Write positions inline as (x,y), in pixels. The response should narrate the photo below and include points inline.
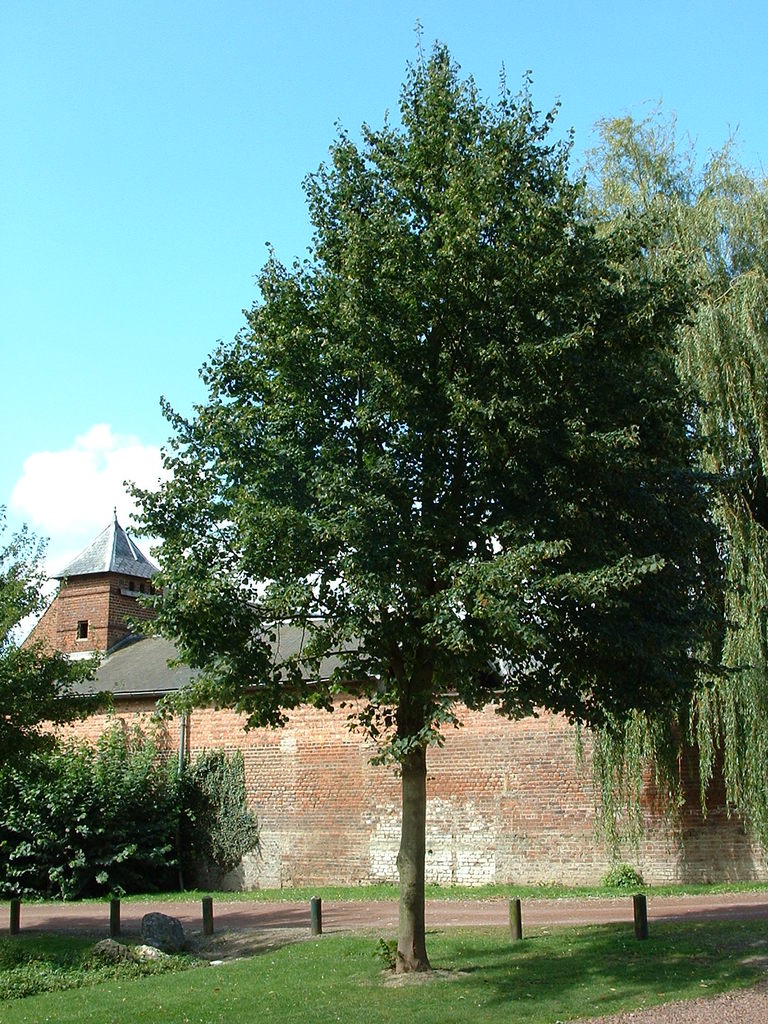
In this image, we can see trees (477,447) and plants (170,811). There is a shelter house (311,742) in the middle of the image (290,643). There is a sky (318,47) at the top of the image (321,52).
